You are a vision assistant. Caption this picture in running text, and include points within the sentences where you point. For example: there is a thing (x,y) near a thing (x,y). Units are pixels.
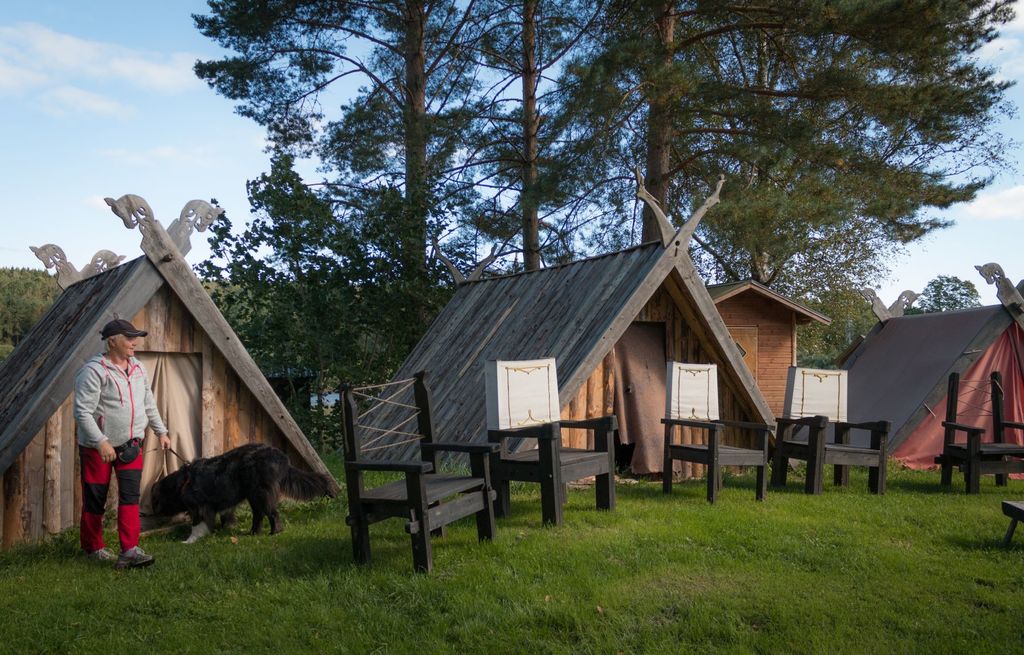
In this image I can see the grass (657,558). I can see the chairs (776,443). I can see a woman (131,452) holding a dog (200,492). In the background (603,402), I can see the houses (584,358), trees (283,211) and clouds (171,83) in the sky (158,105).
